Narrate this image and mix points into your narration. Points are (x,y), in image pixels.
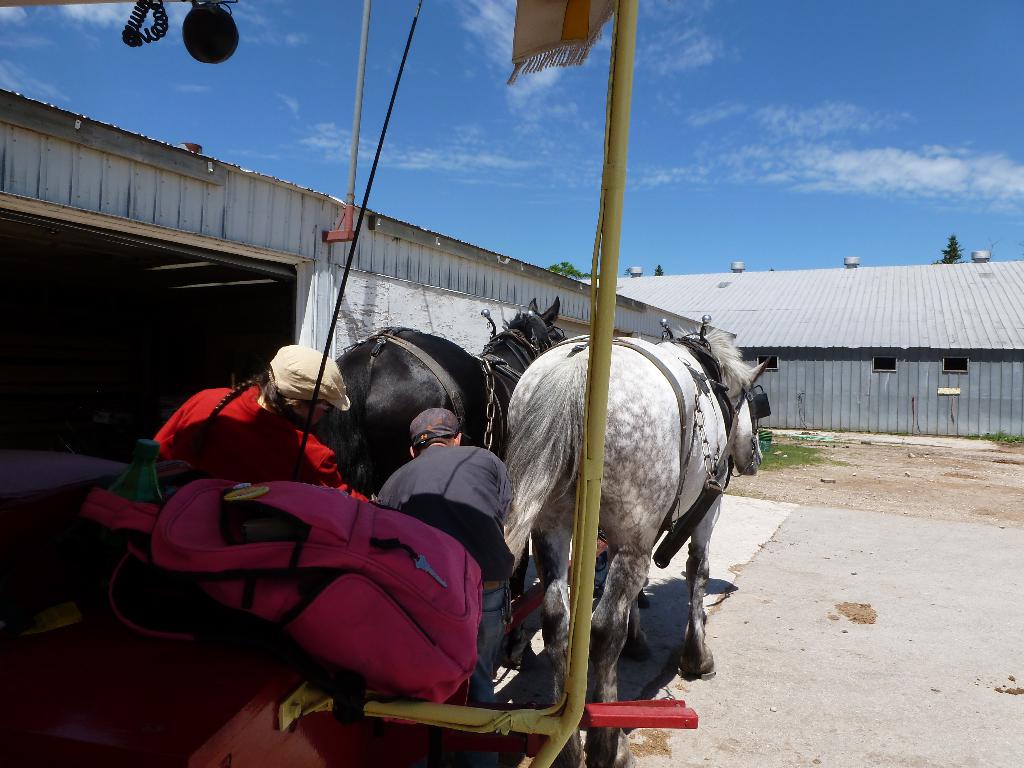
Here I can see a horse cart (591,392) and there is a bag (347,616) on it. Here I can see two persons (396,473) wearing caps (432,438) on their heads (300,397). In the background (411,312) there are two sheds (448,312). At the top of the image (575,47) there is a flag (567,25). In the background (794,49), I can see the sky (919,31) and clouds (913,174).
